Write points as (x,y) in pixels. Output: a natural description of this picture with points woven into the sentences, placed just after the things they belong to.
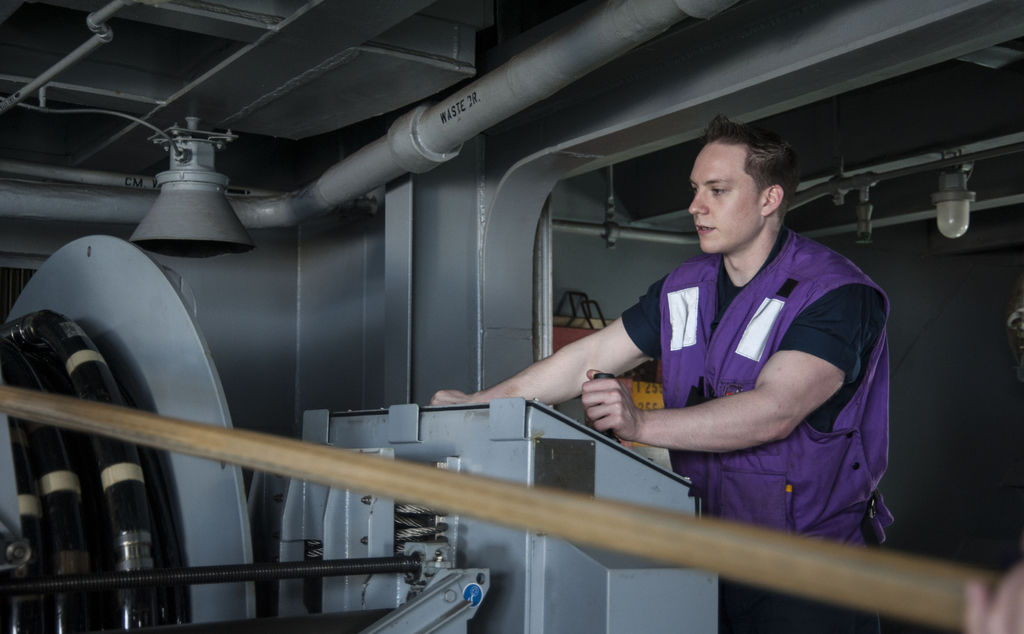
On the right side (842,344), there is a person (850,373) in violet color jacket (814,291), standing and operating a machine (179,313). Beside this machine (155,289), there is a rod (396,470). Above him, there is a pipe (670,9). In the background (953,198), there is a light (964,211) attached to the roof (1008,170).
